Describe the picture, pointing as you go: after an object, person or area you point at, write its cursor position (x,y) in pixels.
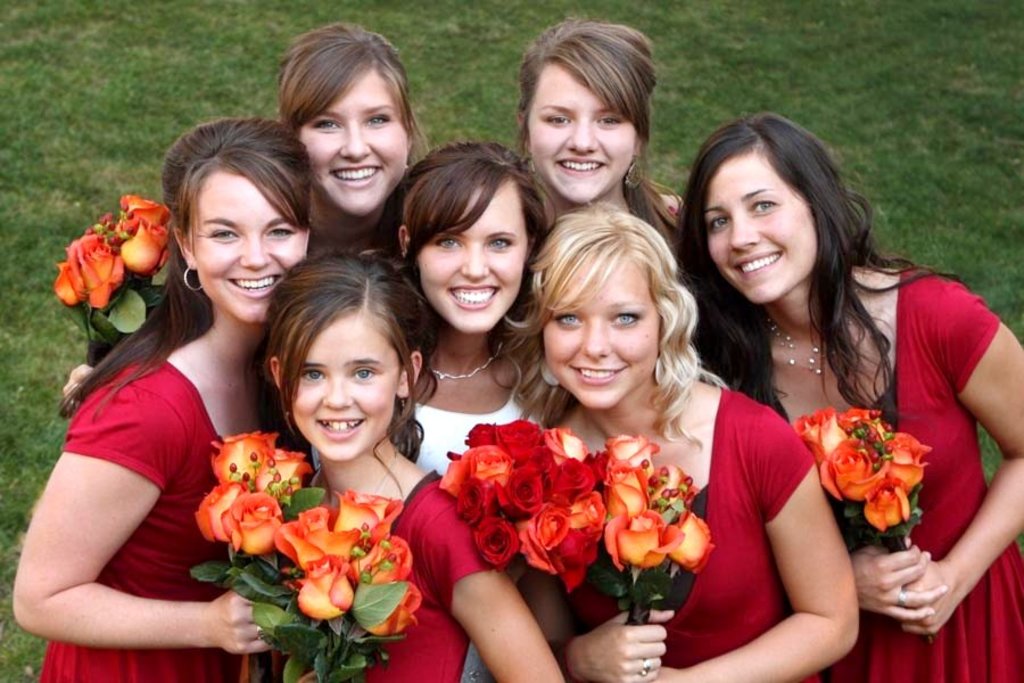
In this picture I can see a group of girls (983,619) are standing by holding the flowers (528,532), in the background (18,314) there is the grass (1005,140).
